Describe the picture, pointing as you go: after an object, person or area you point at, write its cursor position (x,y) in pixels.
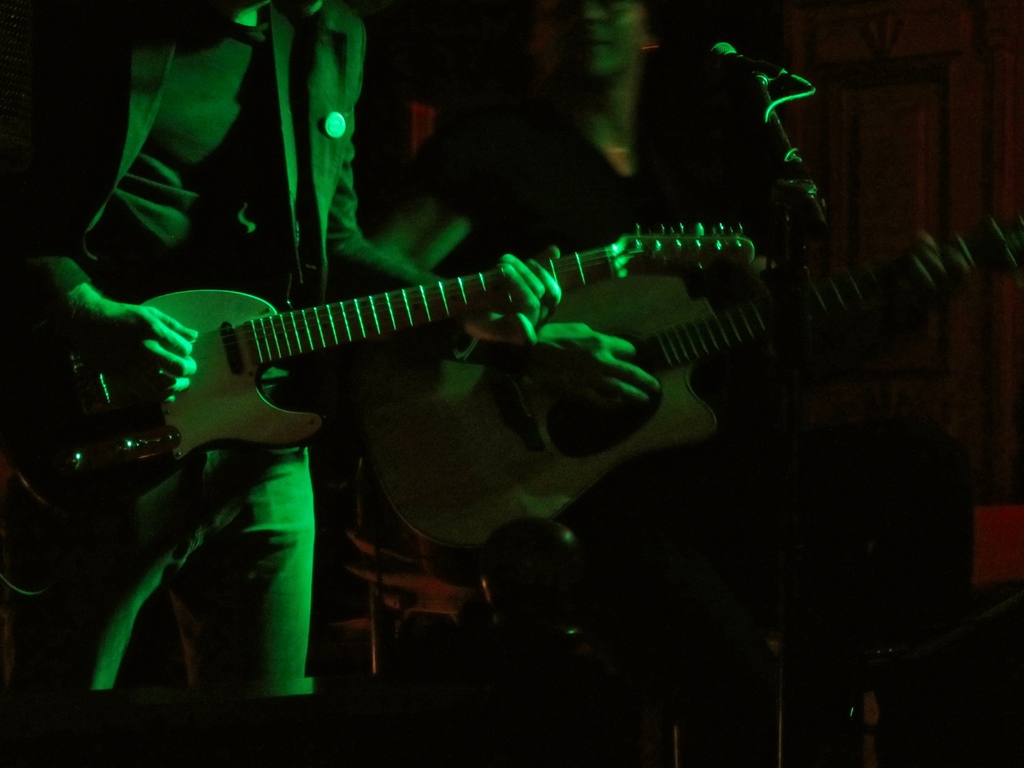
Here, we see two people (570,336) holding guitar (399,408) in their hands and playing it and this picture is taken in dark. In front of them, we see a microphone (728,53).
